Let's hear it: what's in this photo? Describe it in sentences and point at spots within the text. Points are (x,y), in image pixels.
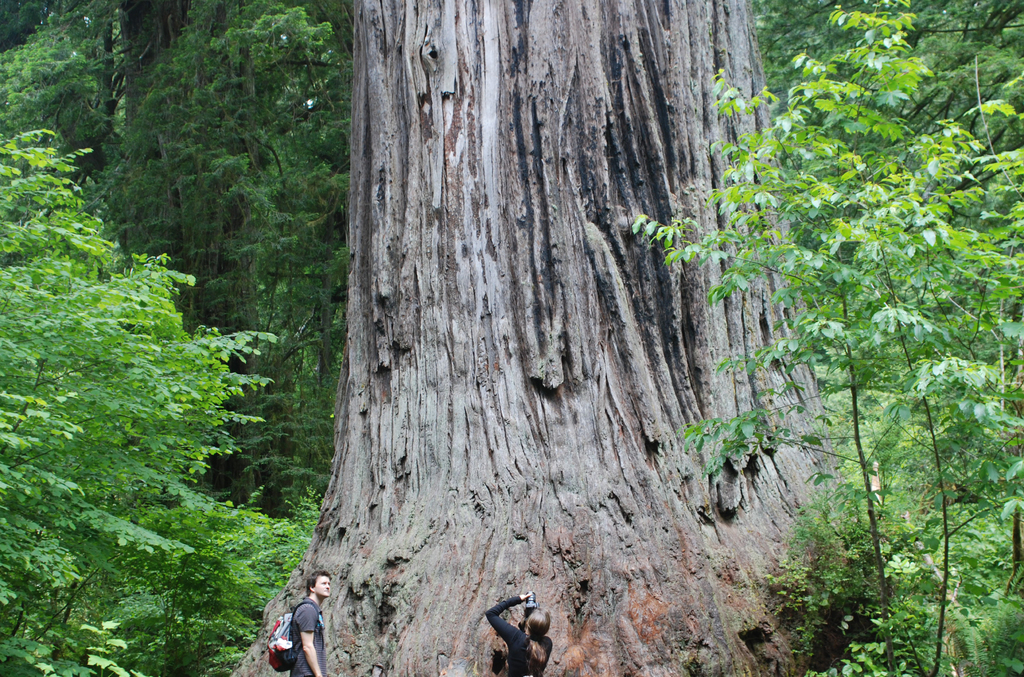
In this picture I can see there is a huge tree trunk (516,265) and there are few trees (243,294) and plants (41,240) around it. There are two persons (296,630) standing at the bottom of the image (322,630) and there is a man (324,643) standing he is wearing a t-shirt (309,631) and a bag (286,662). There is a woman (522,635) standing next to him and she is holding a camera (529,606) and clicking images of the tree (620,287).
